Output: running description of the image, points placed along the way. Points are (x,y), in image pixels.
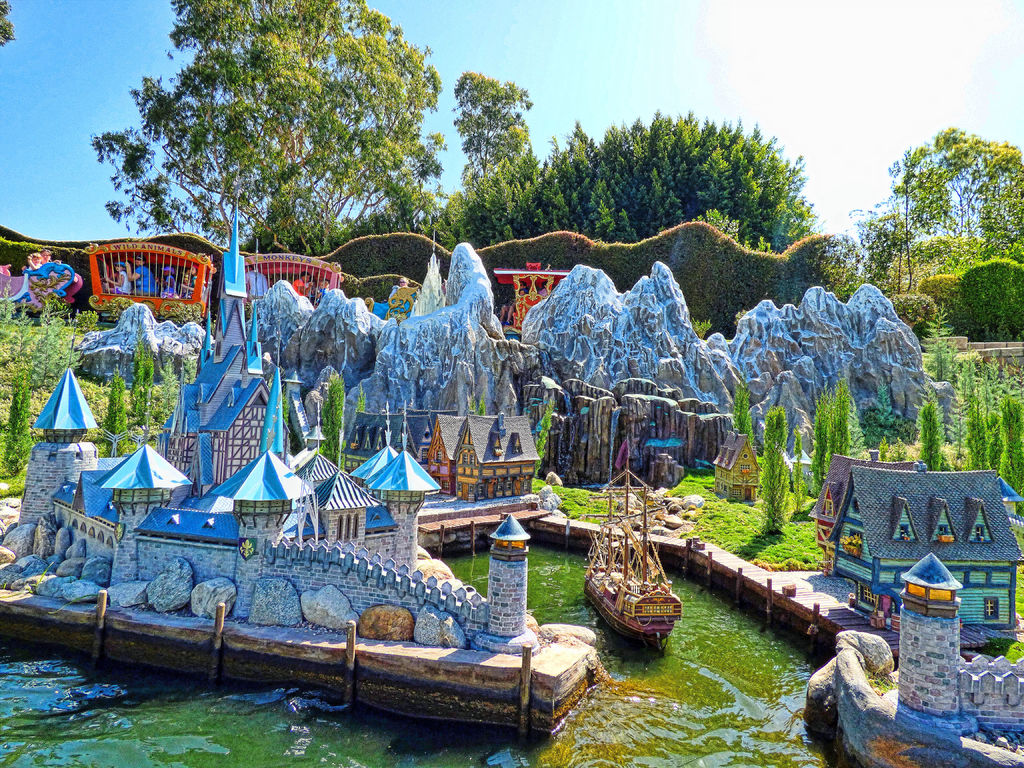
In this image there is a miniature kingdom (431,610) and the image consists of boats (620,577) and also water (328,767). In the background (919,157) there are many trees (729,190) and also a grass wall (736,246) as fence (763,273). At the top (120,75) there is sky (76,77).
